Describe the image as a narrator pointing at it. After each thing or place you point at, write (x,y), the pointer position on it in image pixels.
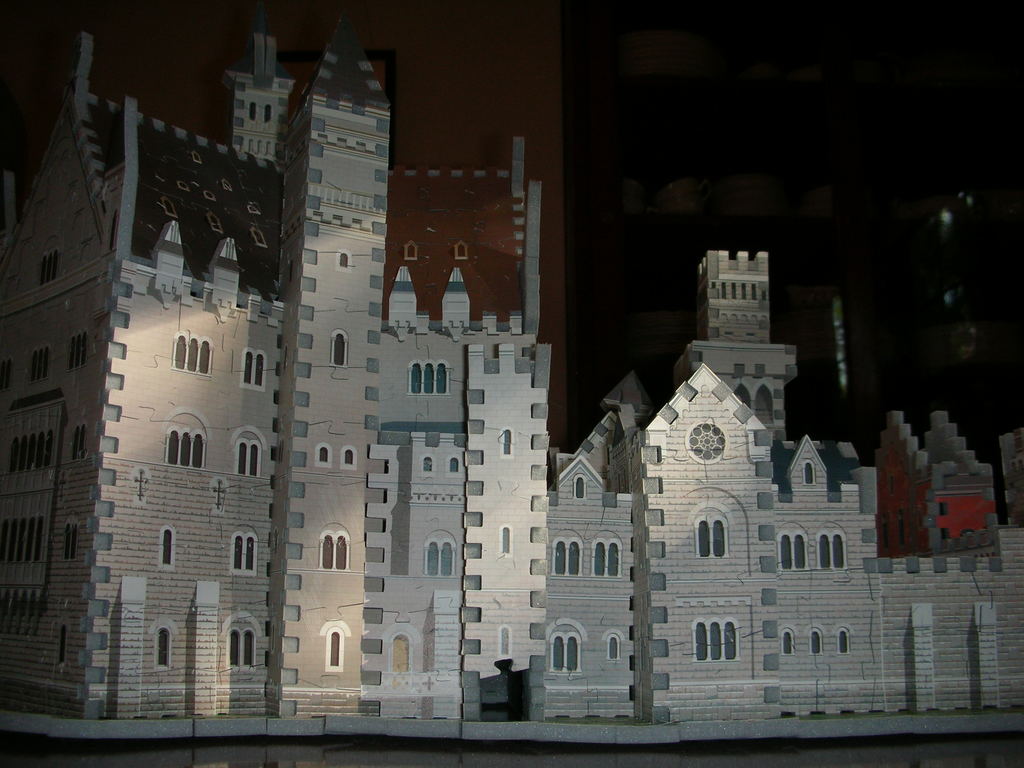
In this image we can see there is a depiction of a building (697,526). The background (720,195) is dark.
